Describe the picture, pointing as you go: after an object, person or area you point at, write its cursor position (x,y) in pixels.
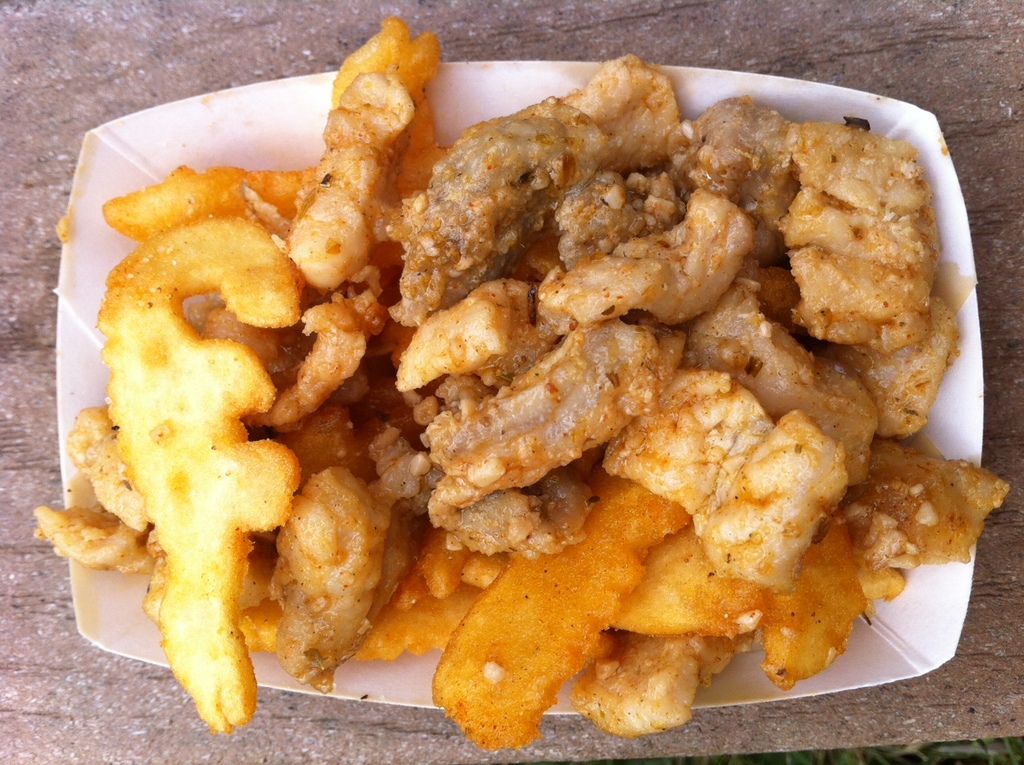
In this image I can see a bowl (886,120) in which a fried vegetables (220,437) and meat (579,270) is there which is kept on the table (719,36). This image is taken outdoors.
